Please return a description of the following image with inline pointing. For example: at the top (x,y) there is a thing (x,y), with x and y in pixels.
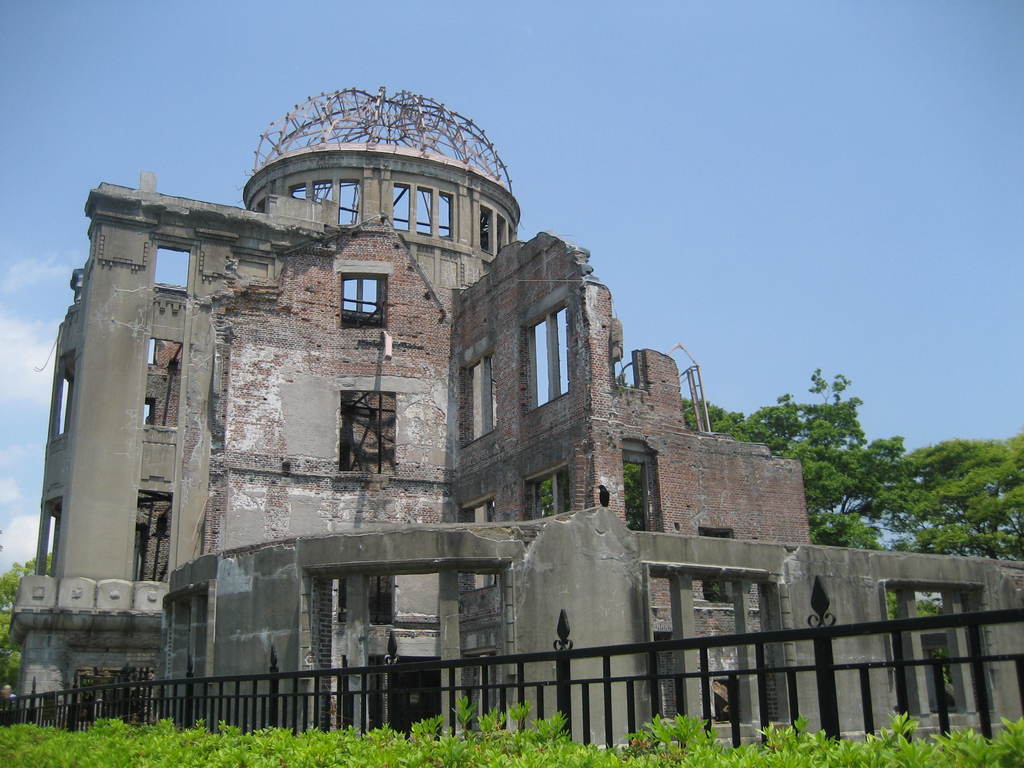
This is an outside view. At the bottom (294,755) there are few plants (160,753) and a railing (165,708). In the middle of the image (472,341) there is a building (500,463). In the background (842,459) there are trees (826,466). At the top of the image (814,136) I can see the sky (733,255).
